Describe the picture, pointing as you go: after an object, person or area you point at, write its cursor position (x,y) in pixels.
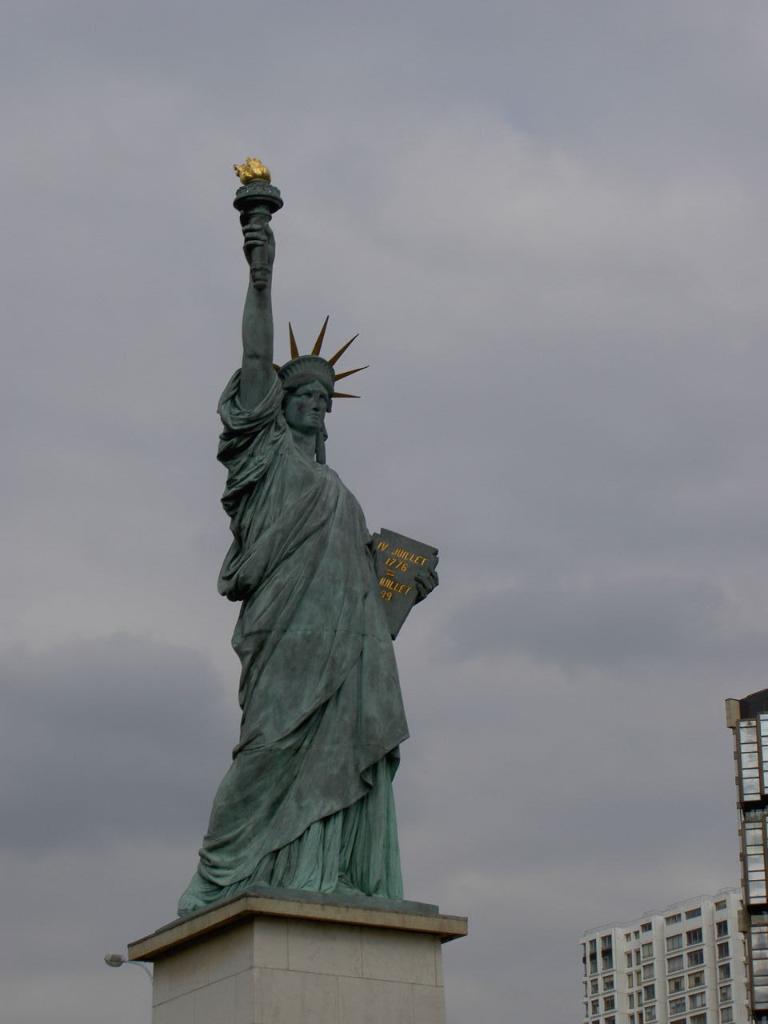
In this picture I can observe statue of liberty (308,696). The statue (289,592) is in grey color. On the right side (696,959) there are some buildings (662,957). In the background (130,369) there is a sky (389,250) with some clouds (490,558).
